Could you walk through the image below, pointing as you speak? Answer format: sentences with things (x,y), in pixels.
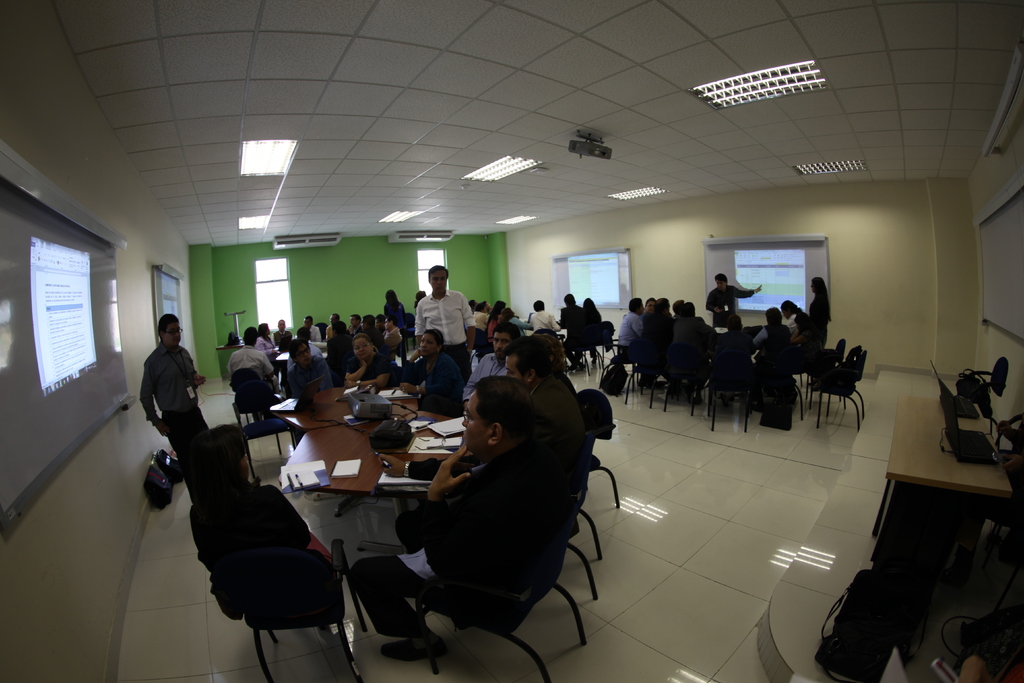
In this picture we can see group of persons (475,406) sitting on the chair (537,549). On the table (343,391) we can see projector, papers (434,430), cables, book (422,442), mobile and other objects (404,440). Here we can see a man (154,355) who is wearing spectacles (169,328), shirt (163,372) and pant (185,426). He is standing near to the projector screen (104,407). In the back (594,304) we can see two groups (515,317) who are sitting near to the table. Here we can see tube lights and window (260,272). Here there are two AC (331,236) on the green wall (327,266).
